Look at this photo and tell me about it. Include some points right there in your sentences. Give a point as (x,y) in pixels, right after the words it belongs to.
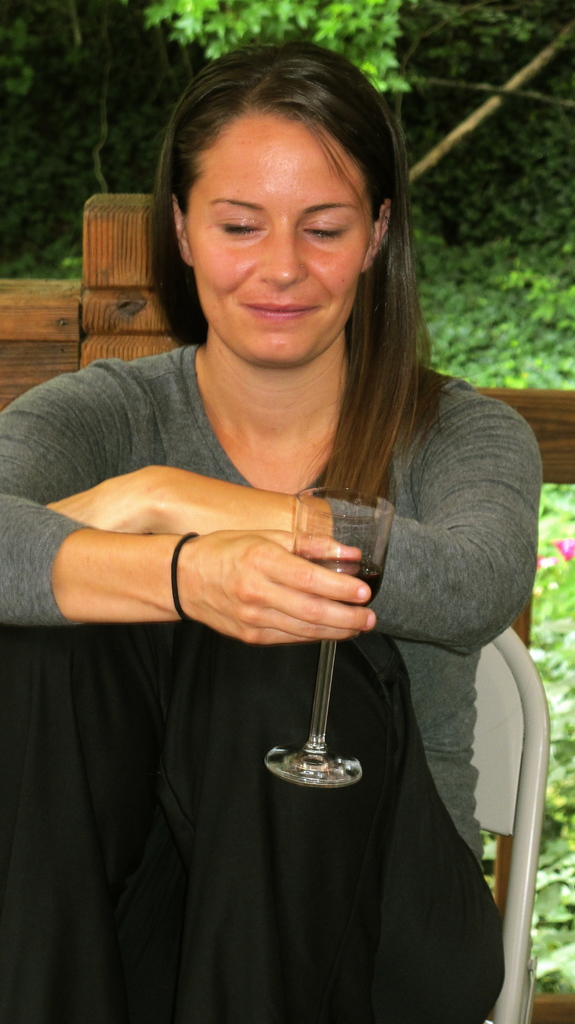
In this image, woman (220,390) is smiling. She hold a wine glass (359,564) there is a liquid (371,576) in the glass (369,577). She sat on the white color chair (519,781). The background (553,424), we can see a wooden poles (547,428) and plants (484,263), trees (376,8).
